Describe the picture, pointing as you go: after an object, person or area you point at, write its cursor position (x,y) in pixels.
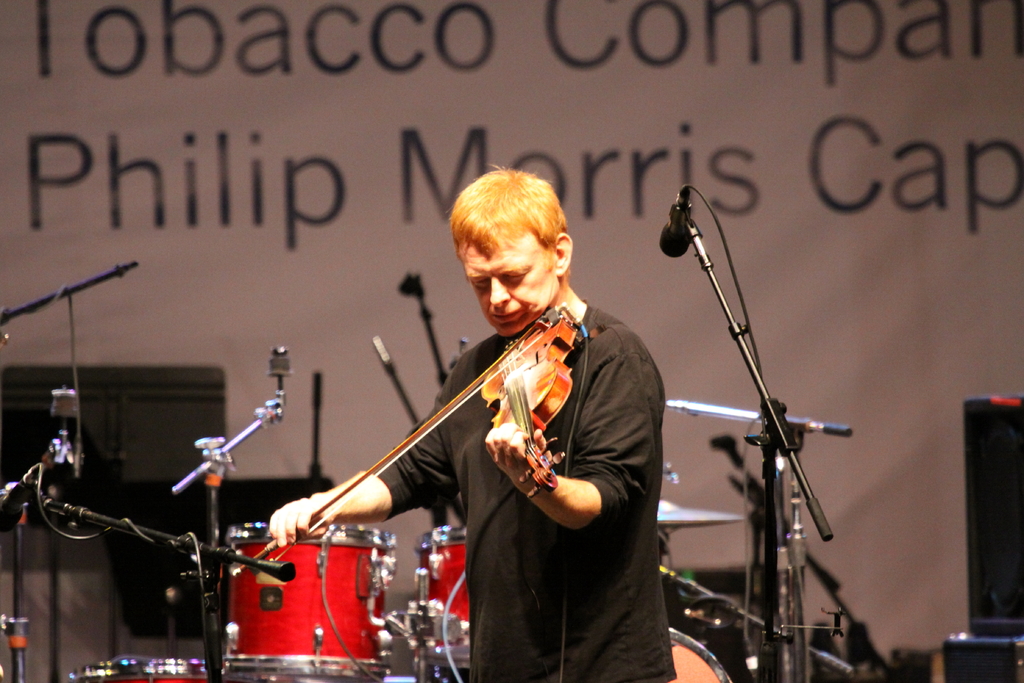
In this picture we can see man (626,402) standing playing violin (503,402) and in front of him there are mics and mic stands (760,387) and at back of him we can see drums (293,585) and in background (251,178) we can see banners (581,236), speakers (962,646).
